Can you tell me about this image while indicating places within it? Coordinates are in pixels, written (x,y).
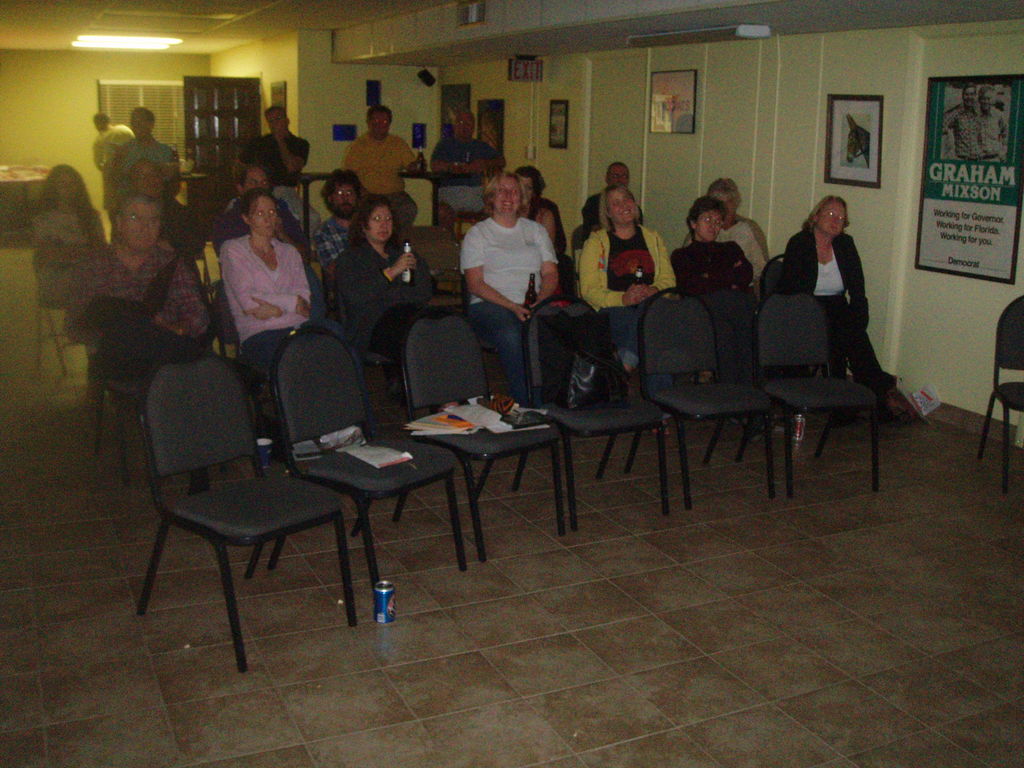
As we can see in the image there are few people (389,293) here and there, chairs (450,348), books (427,424), wall (948,296), banner (959,210), photo frames (555,107) and lights (97,44).
